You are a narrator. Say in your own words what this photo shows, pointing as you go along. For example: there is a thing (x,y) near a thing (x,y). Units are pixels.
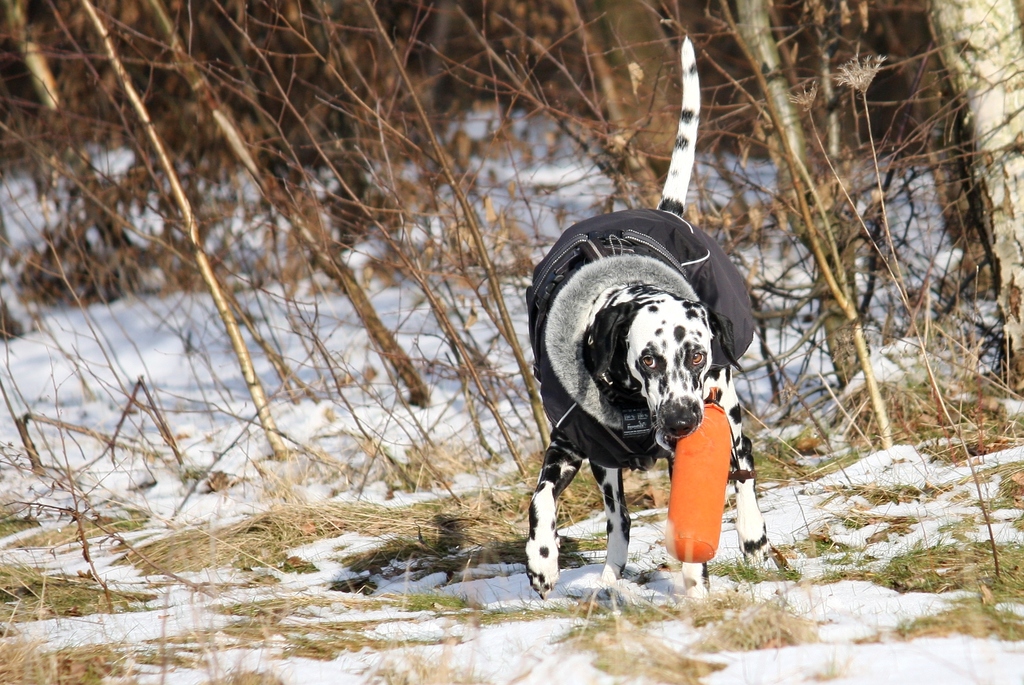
In this image we can see a dog (643,399) holding an object (669,528) with mouth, also we can see snow (402,416), grass (562,518), and some plants (147,505).
